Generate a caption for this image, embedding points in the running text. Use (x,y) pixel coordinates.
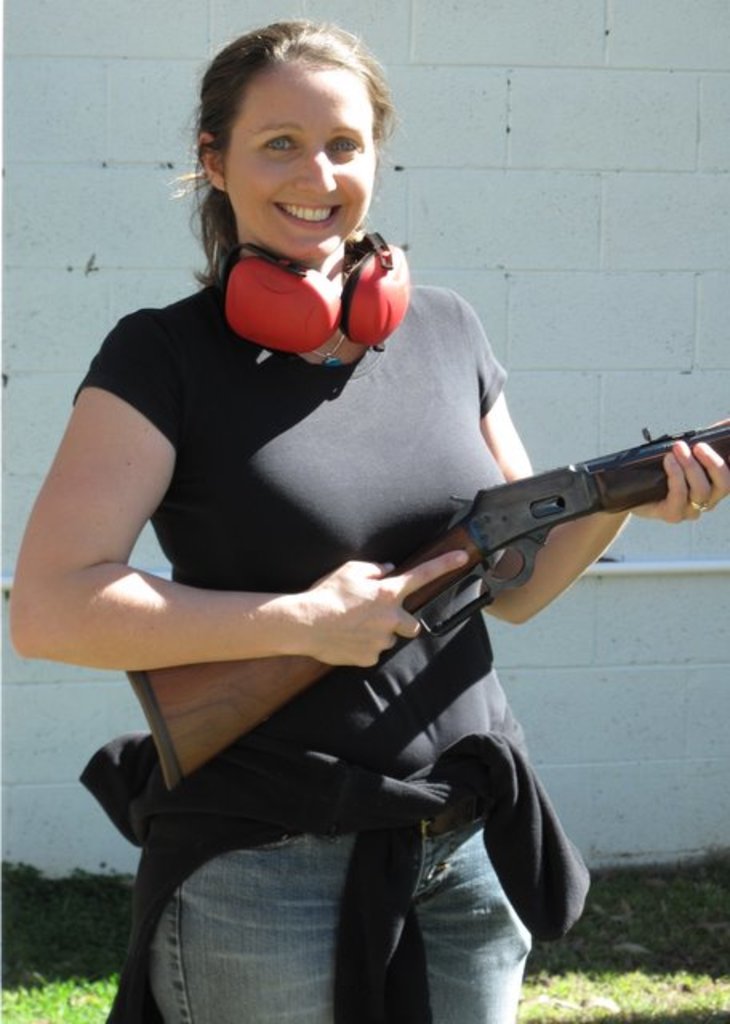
In this image I can see a woman (138,406) is standing in the front (323,331) and I can also see smile (323,212) on her face (242,208). I can see she is holding a gun (570,471) and I can see she is wearing a black colour top (278,557), jeans (219,1000) and I can see a black colour jacket (352,787) on her waist (506,717). I can also see a red colour shooting headphone (329,337) around her neck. In the background (565,984) I can see grass (658,954) and the wall (611,403).
